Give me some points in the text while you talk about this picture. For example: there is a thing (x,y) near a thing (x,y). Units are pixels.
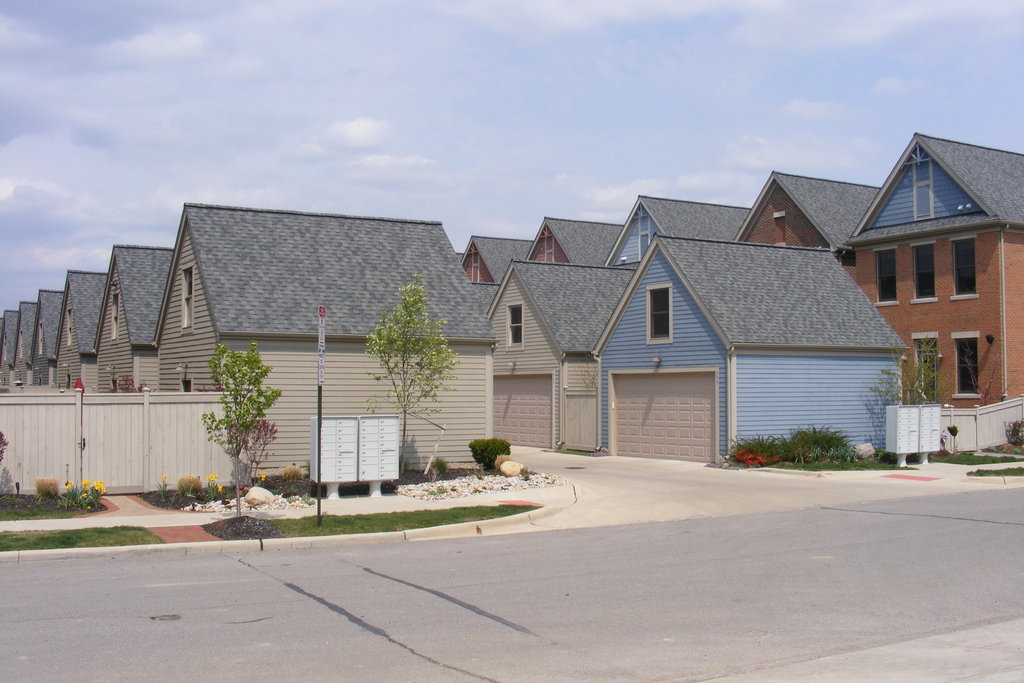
In front of the image there is road (526,583), beside a road (324,549) there is grass (305,522) and sign boards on the pavement (380,505), beside that there are trees (246,414), wooden fence (126,454), flowers (90,481) on plants (214,491), mail boxes (360,479) and there are houses (570,301), at the top of the image (462,141) there are clouds (364,131) in the sky (371,106).
